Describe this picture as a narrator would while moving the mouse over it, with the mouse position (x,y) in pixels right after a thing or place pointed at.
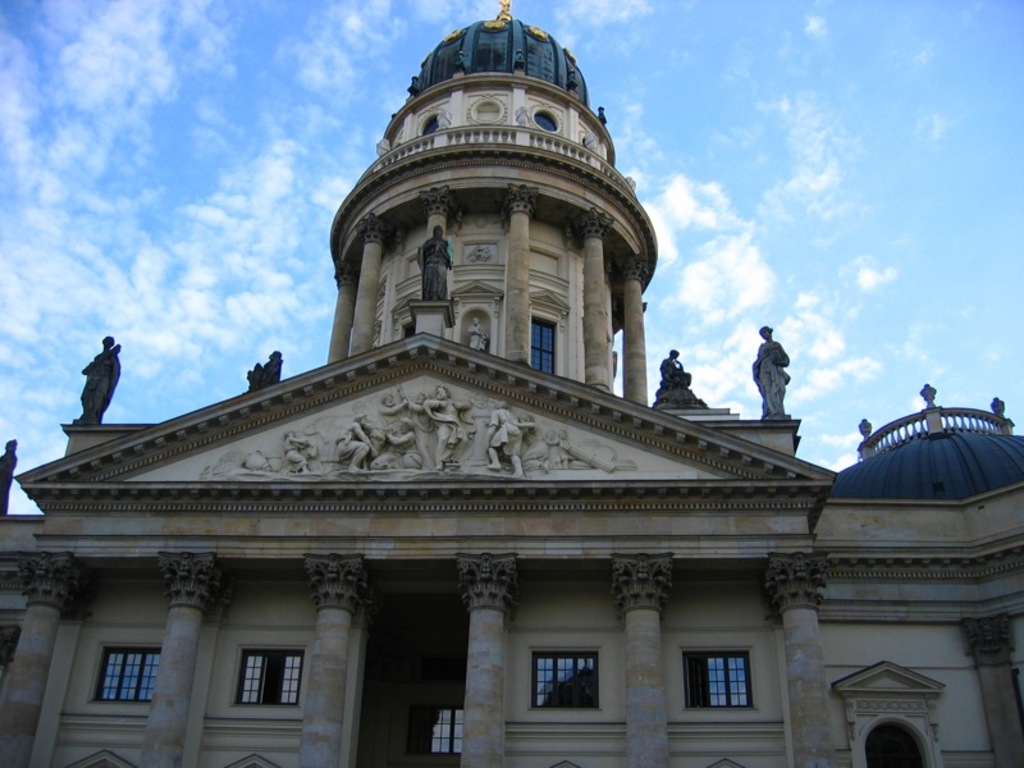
In this image we can see a building (309,628), there are windows (281,652), pillars (327,665) and sculptures (441,251), in the background (292,135) we can see the sky (691,103) with clouds (262,173).
